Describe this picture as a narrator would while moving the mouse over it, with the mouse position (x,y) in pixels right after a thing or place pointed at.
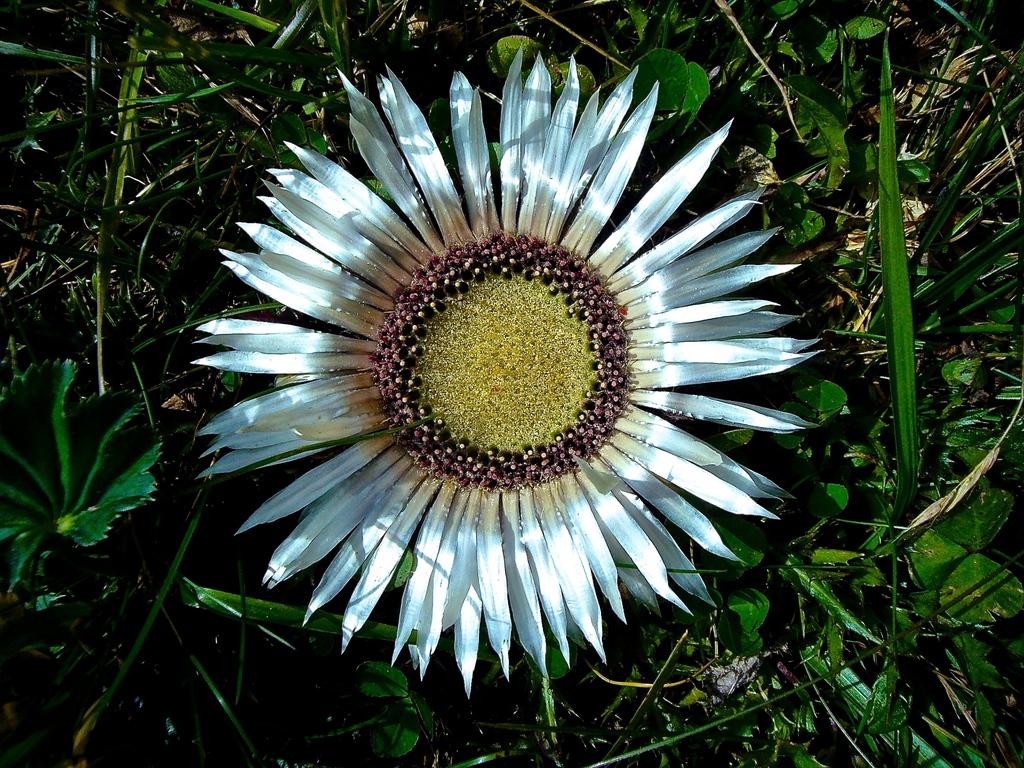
In the center of the picture (368,291) there is a flower (417,285), around the flower (502,317) there are plants (919,293) and dry grass (753,44).
